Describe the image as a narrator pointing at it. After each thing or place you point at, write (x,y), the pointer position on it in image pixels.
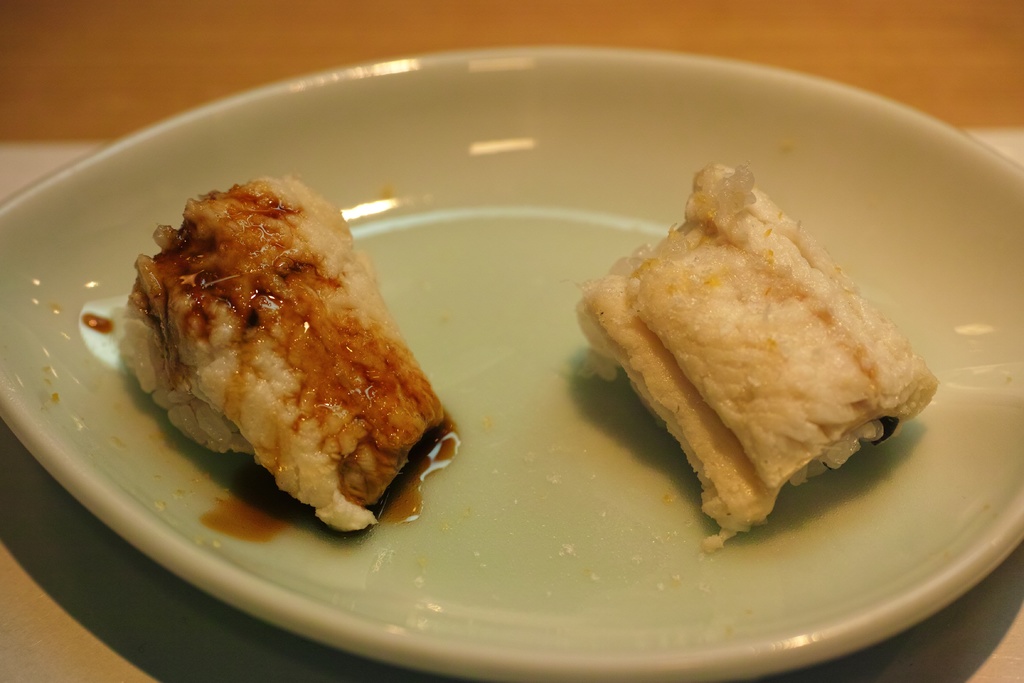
In this picture there is food (372,365) on the plate (976,410). At the bottom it looks like a table (113,51).
